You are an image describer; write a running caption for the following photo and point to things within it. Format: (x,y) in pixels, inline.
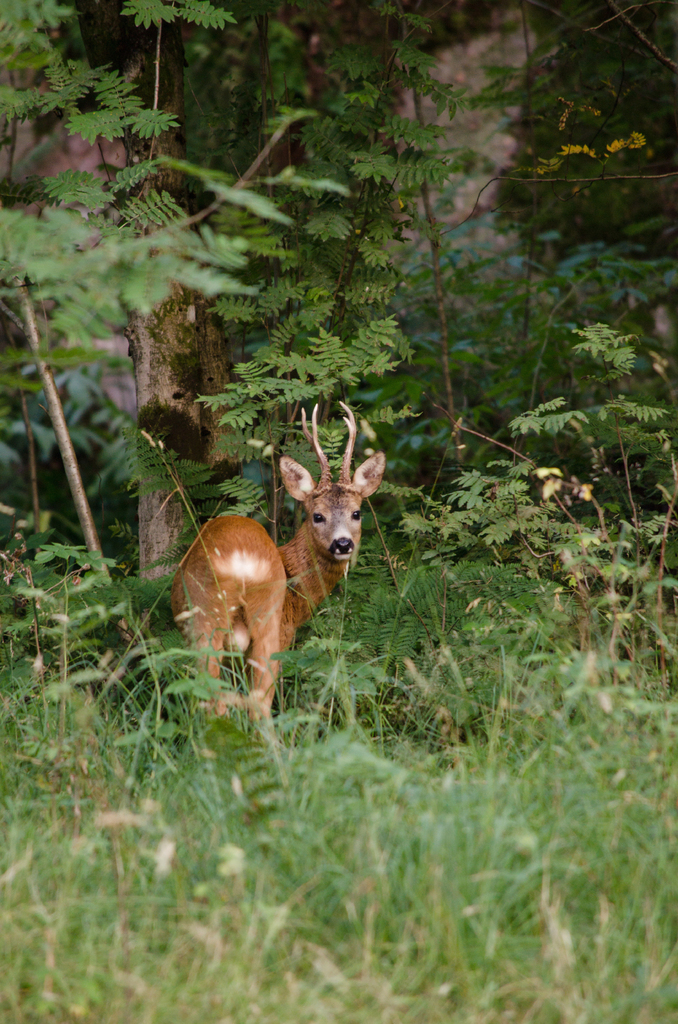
Here we can see a deer (262,621) standing on the grass (318,881) and in the background (409,280) we can see trees (329,219) and plants (12,450).
